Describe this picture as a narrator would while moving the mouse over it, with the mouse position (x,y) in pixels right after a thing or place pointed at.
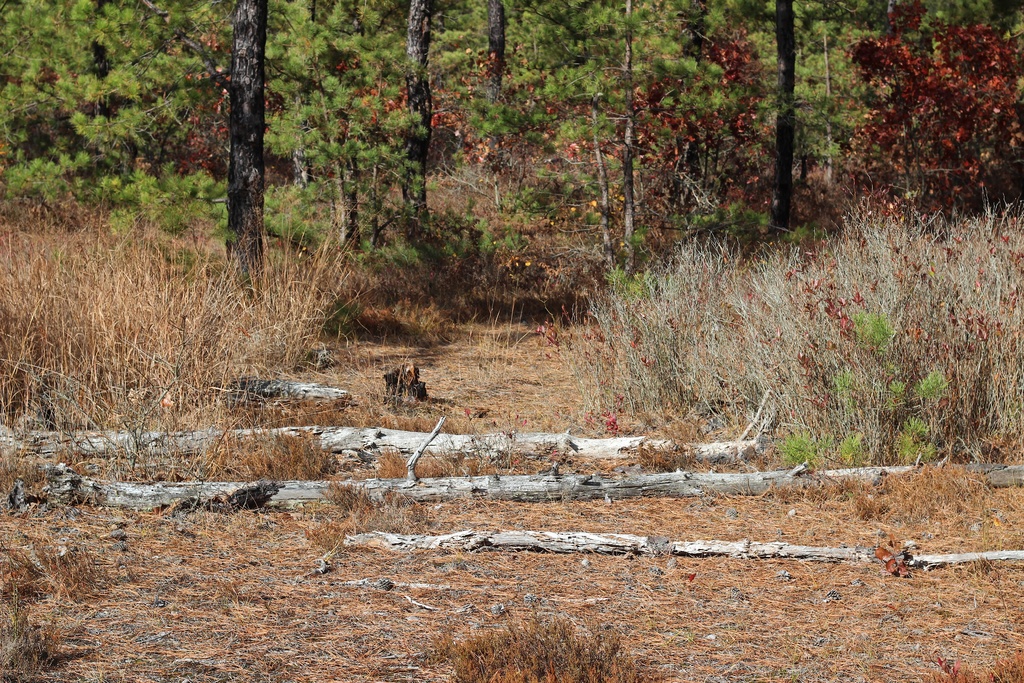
In this picture i can see the trees (551,144), plants (948,107) and grass (287,291). At the bottom (296,491) i can see the trees (491,546) which are fell down on the ground (539,570).
